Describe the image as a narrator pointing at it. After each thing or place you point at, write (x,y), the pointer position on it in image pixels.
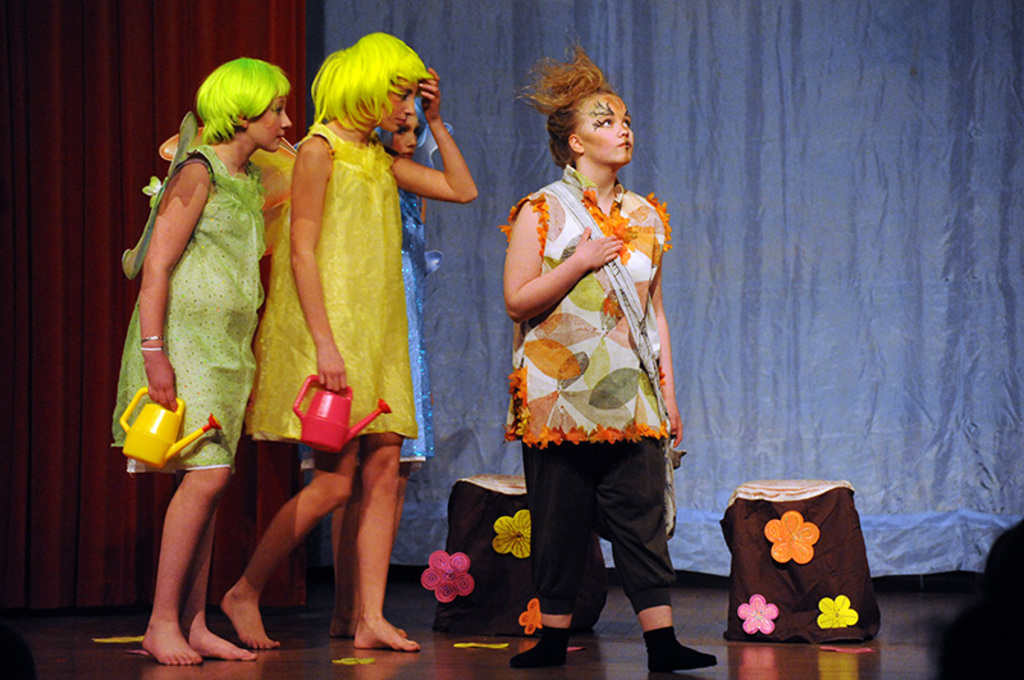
In this image we can see few persons (341,224) are standing on the stage (345,642) and among them a girl (594,352) is carrying a bag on her shoulder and the remaining persons (201,466) wore fancy dresses (229,454) and holding watering objects (136,456) in their hands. In the background (48,126) there are curtains (139,505), flowers (520,542) stitched on the clothes (498,482) on the floor (778,653).
